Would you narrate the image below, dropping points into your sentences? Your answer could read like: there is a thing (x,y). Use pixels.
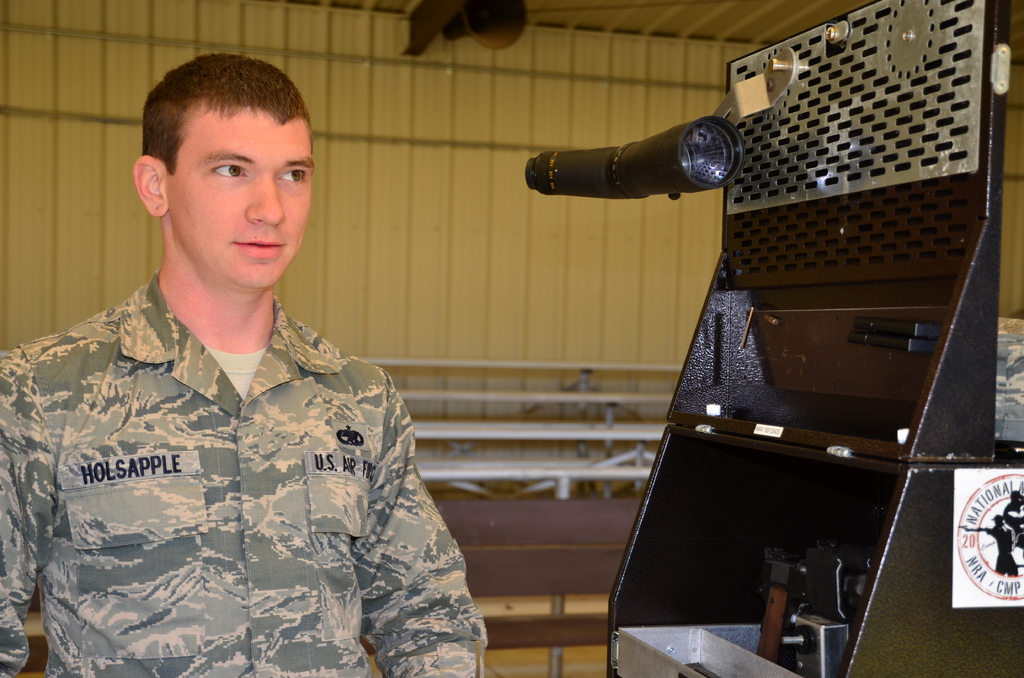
In this image in front (21,414) there is a person (98,443). Beside him there is some object (773,235). Behind him there is a table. In the background of the image (634,260) there is a wall (600,344). In front of the wall (485,376) there is some object (771,394). On top of the image (457,39) there is a speaker (506,16).
